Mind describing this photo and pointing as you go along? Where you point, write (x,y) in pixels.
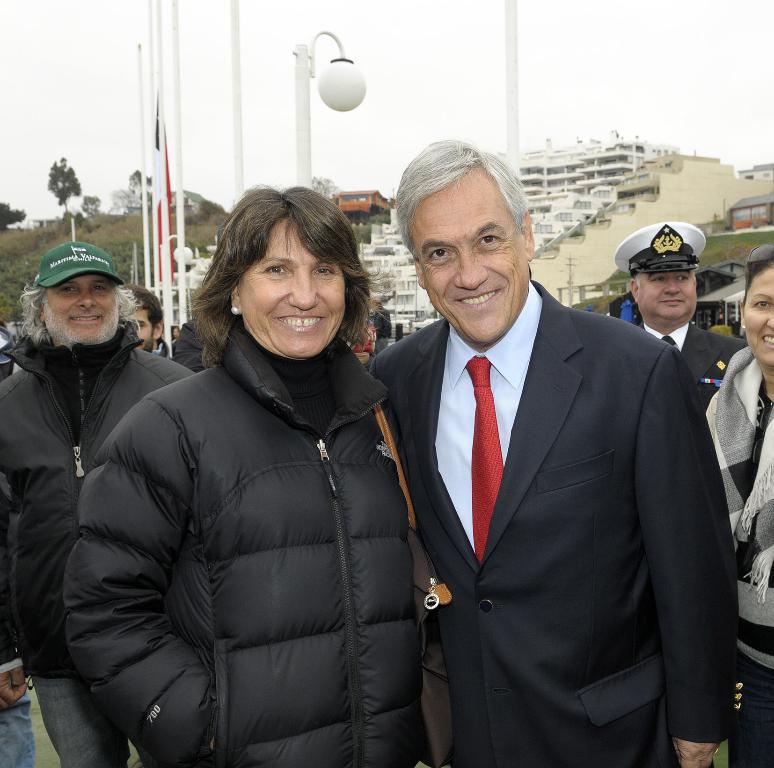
In this image few persons (462,497) are standing at the front (330,205). And at the background (332,96) there are buildings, Poles (307,83), Light (341,96), Grass (193,228), Trees (89,205) and sky (123,53).
